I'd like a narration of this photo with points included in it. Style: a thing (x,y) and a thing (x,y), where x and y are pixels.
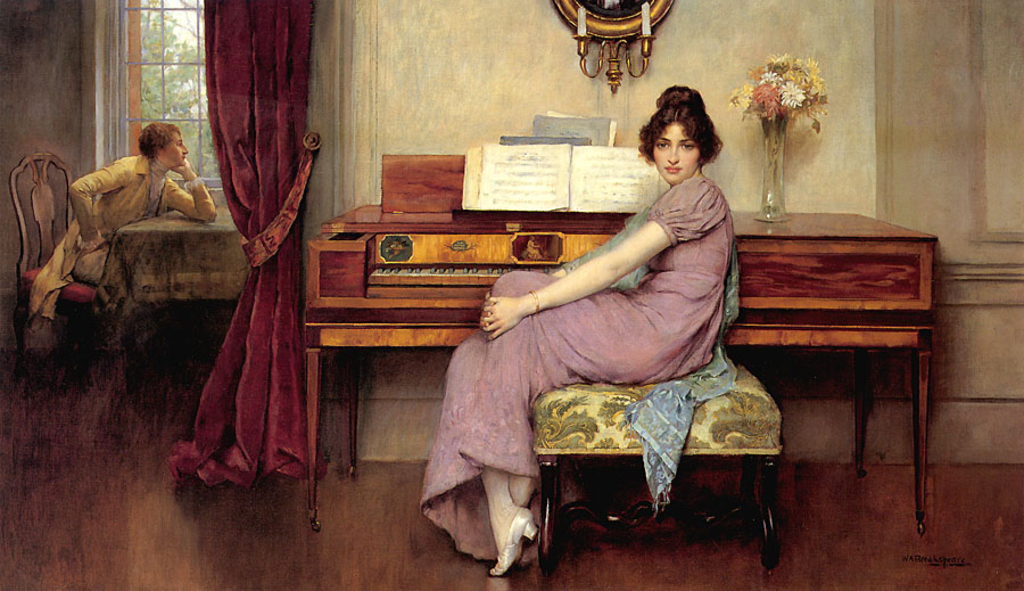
This is a painting. Here a woman (672,312) is sitting on a stool (716,422). In the back of her there is a organ (479,260). Above that there is a book (582,192) and a vase (766,142) with flowers (763,103). On the wall (529,78) there is a photo frame (614,26) with candles (649,27) and stand (646,65). On the left side (265,143) there is a curtain (234,181). Another person (119,186) is sitting on a chair (52,250). And there is a table (182,236) in front of him. In the background (175,73) there is a window (163,76) and a wall (39,100).
